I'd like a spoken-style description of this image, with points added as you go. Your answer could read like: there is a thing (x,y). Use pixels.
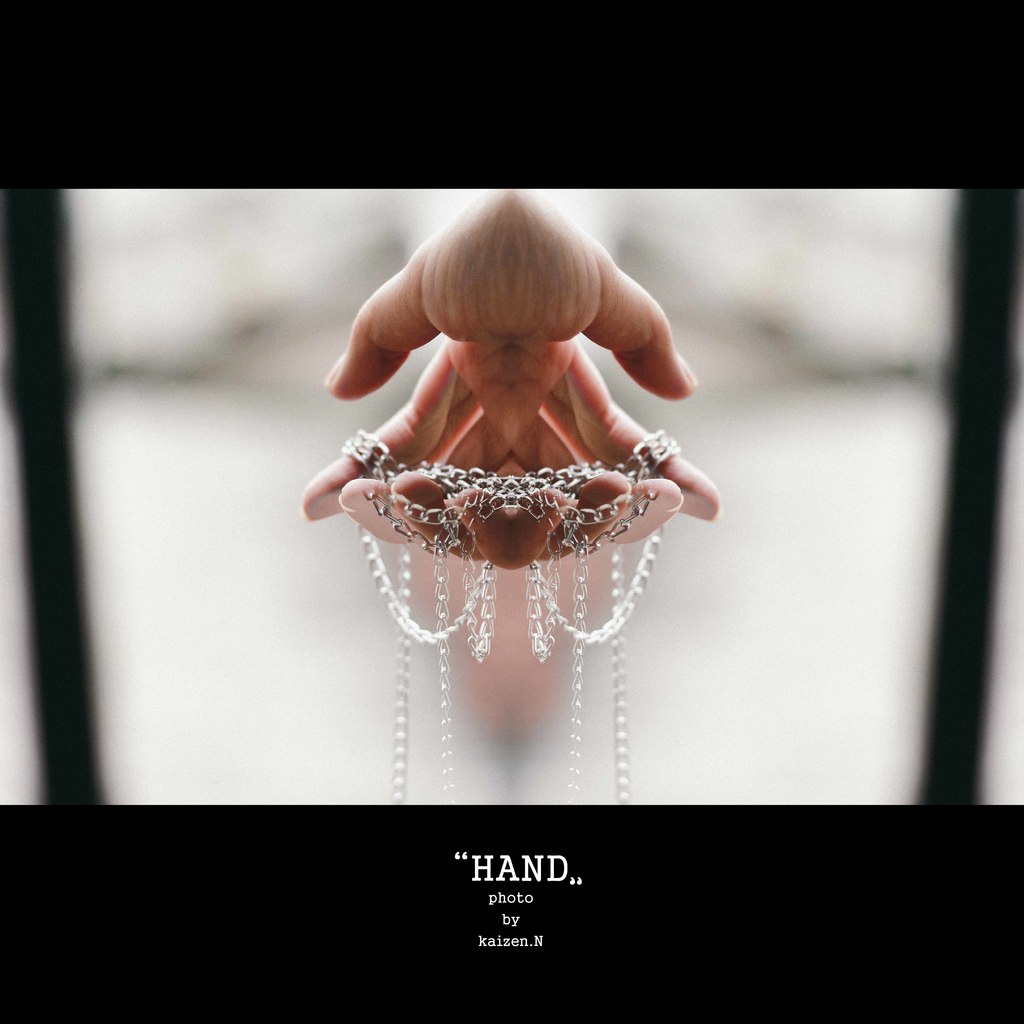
This image consists of a photograph. In which there are hands (363,487) along with the chain (449,548). It looks like it is edited. At the bottom (530,937), there is a text (477,938).
